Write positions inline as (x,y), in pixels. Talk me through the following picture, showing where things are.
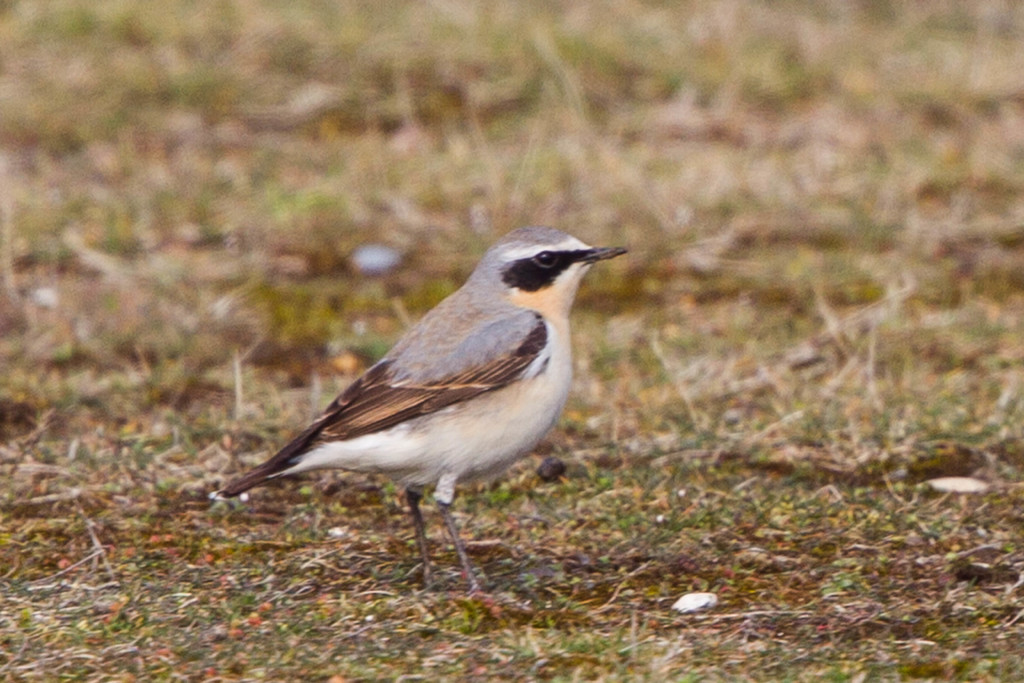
In the center of the image (504,330) a bird (523,413) is present on the ground (294,267). In the background of the image (752,490) we can see the grass (622,459).
